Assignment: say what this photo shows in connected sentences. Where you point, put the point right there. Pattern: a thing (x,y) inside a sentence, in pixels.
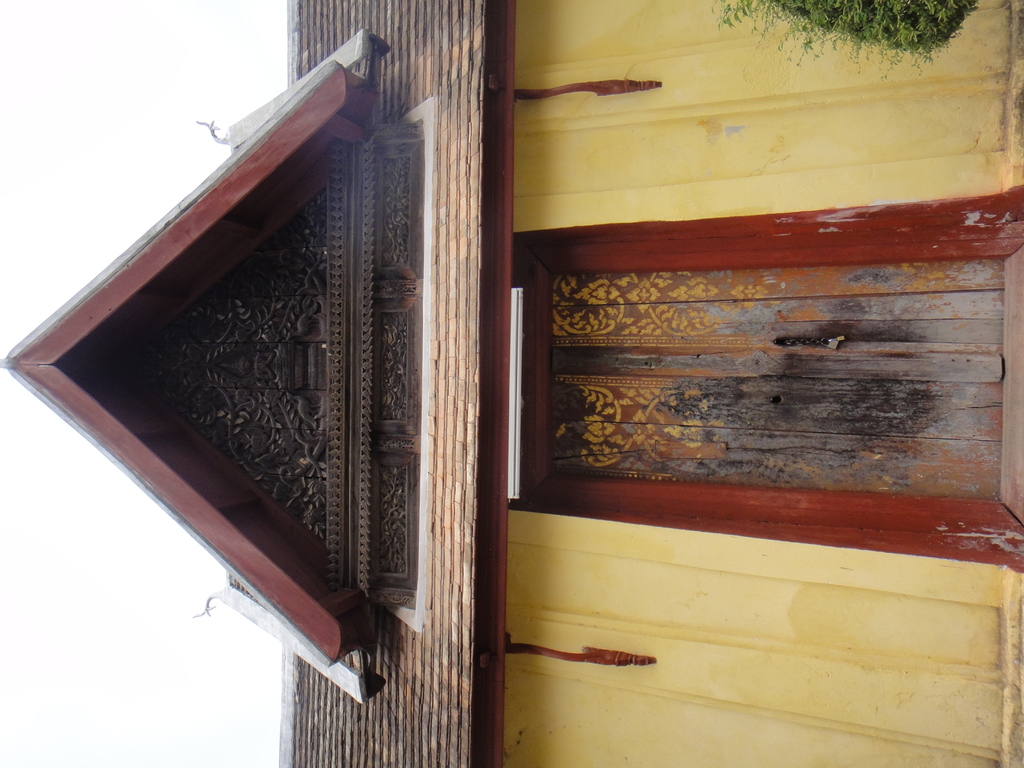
In the picture there is a house (673,461) and there are some designs (291,340) made on the roof (306,363) of the house (365,272).
